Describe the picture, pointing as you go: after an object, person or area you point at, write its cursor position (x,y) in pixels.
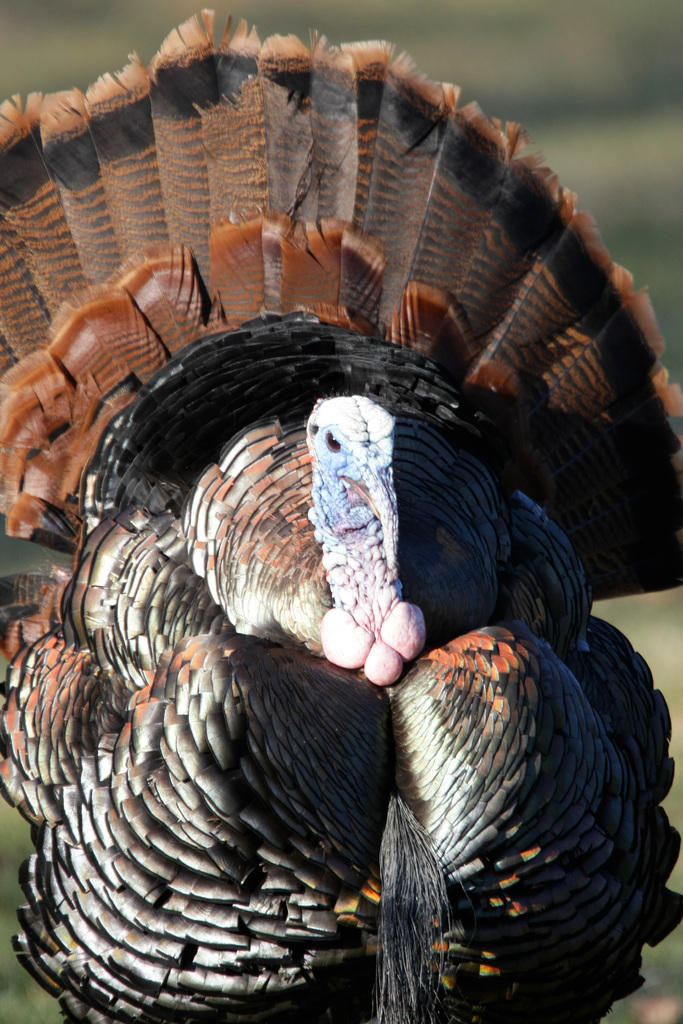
In this image, we can see a bird (278,752) and the blurred background (467,46).
